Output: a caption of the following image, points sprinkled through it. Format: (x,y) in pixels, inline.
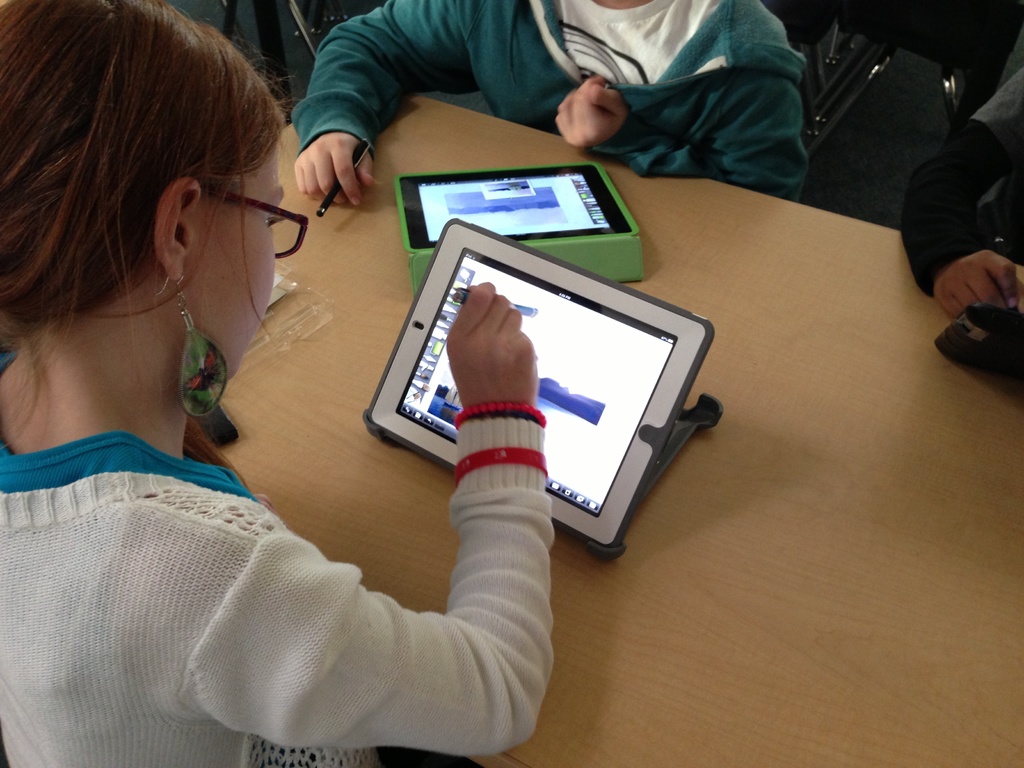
In the picture I can see kids (81,327) sitting around table (381,308) on which there are some electronic gadgets (504,289).
